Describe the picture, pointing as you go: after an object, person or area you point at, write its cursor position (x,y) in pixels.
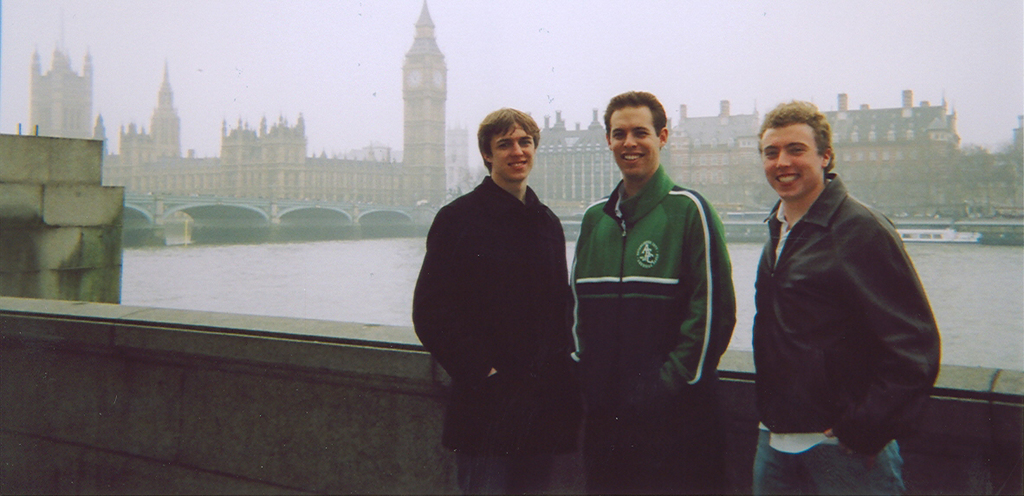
In the center of the image (422,309) there are three persons (521,120) standing. In the background of the image (320,210) there are buildings (426,195), bridge (162,209) and water (268,252).
